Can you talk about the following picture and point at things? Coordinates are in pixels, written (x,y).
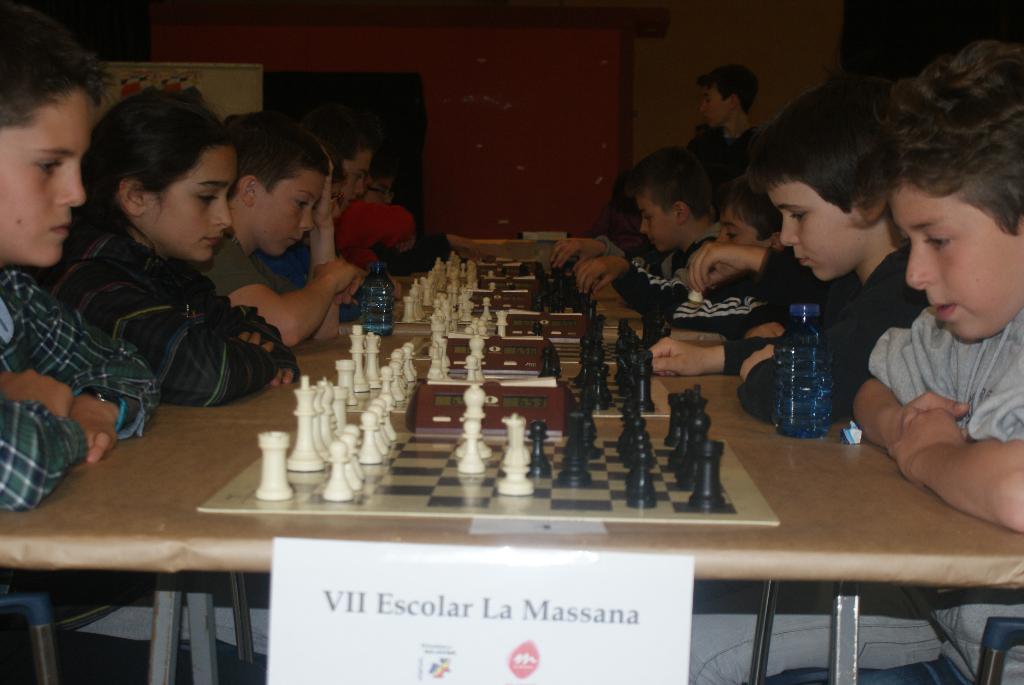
In this picture, there are some children (220,267) sitting on either side of the table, playing a chess game. A pair (932,367) is playing a game at a time. On the table (618,518) there is a name plate (454,593) attached. In the background (474,78) there is a wall (468,91).
